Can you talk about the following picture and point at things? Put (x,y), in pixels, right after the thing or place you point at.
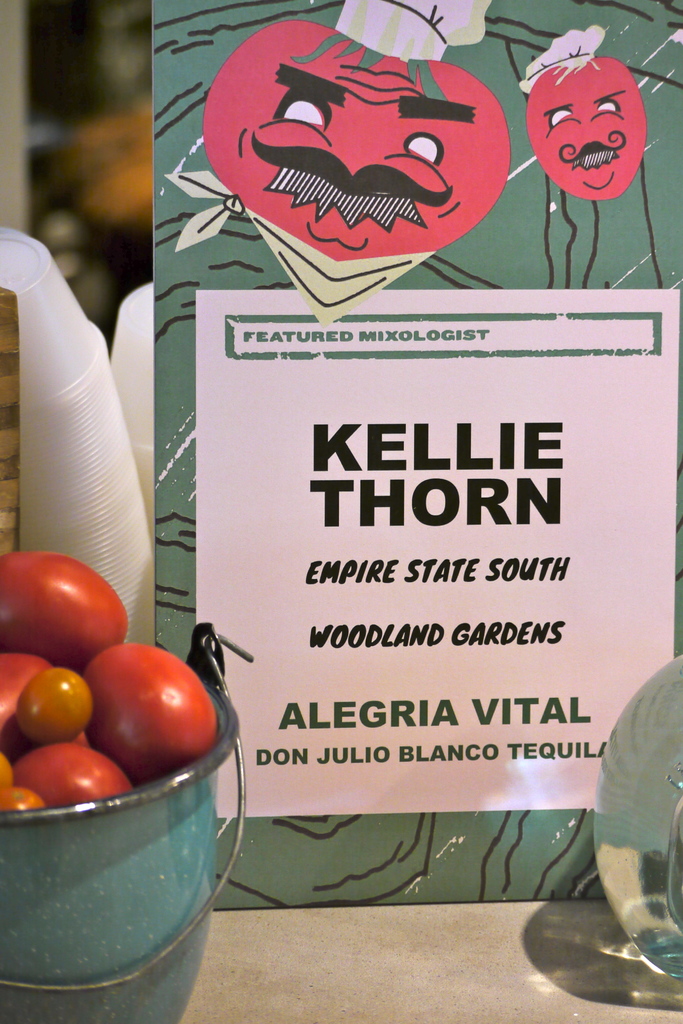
In this image there is a table (311,990), on that table (281,1011) there is a bucket (73,887), in that buckets (80,856) there are tomatoes (68,755), in the background (488,49) there is a poster (603,428) on that poster (441,630) there is some text (325,489) and there are glasses (115,492).
